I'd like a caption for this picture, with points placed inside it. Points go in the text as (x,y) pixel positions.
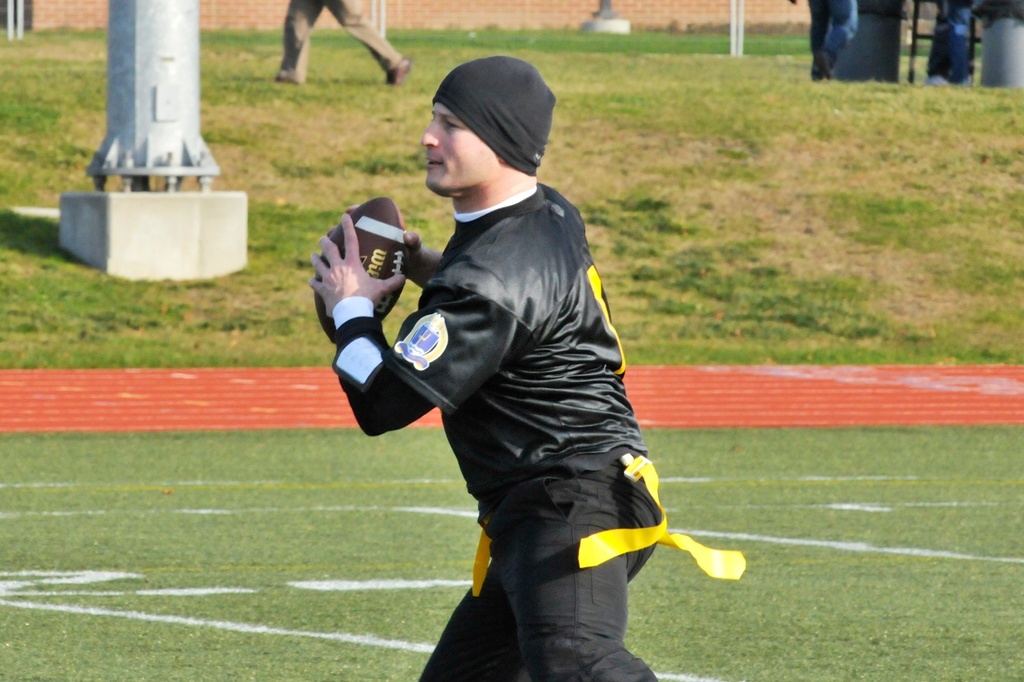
In the foreground of the image (484,449) we can see a person (565,351) holding a ball (392,263). On the left side of the image (146,34) we can see a pole (154,145). In the background (342,16), we can see some people (342,16) standing on grass fields (4,122), poles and the wall (489,26).
